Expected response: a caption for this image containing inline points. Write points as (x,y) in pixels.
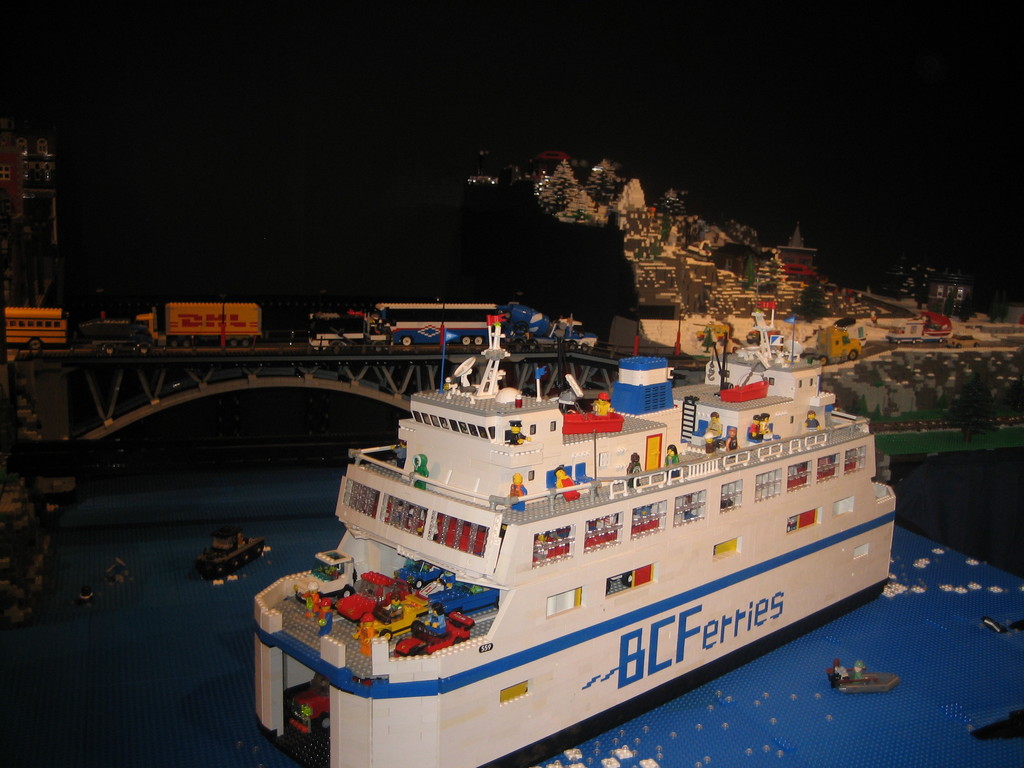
In this picture there is a design (444,333) of a city (924,414). In the foreground (607,551) there is a ship (472,473). In the center of the picture (406,311) there are vehicles (49,337) on the bridge (398,360). In the background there are buildings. At the bottom (224,536) there are boats (200,555) in the water (888,662).
